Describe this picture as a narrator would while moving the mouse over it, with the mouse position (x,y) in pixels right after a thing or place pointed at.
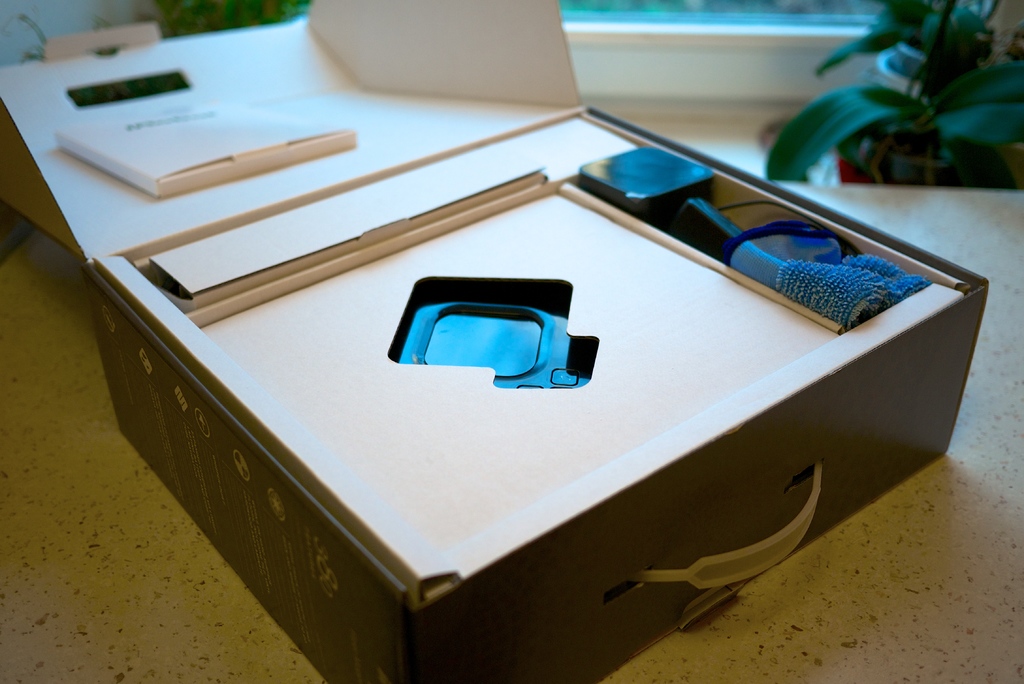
In this image, we can see a table (885,629), on that table (882,629), we can see a box (752,563) with some electronic instrument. On the right side of the table (809,668), we can see a flower pot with some plant (973,175). On the left side (206,28), we can also see another plant (226,20). In the background (667,43), we can see a glass window (638,12).
